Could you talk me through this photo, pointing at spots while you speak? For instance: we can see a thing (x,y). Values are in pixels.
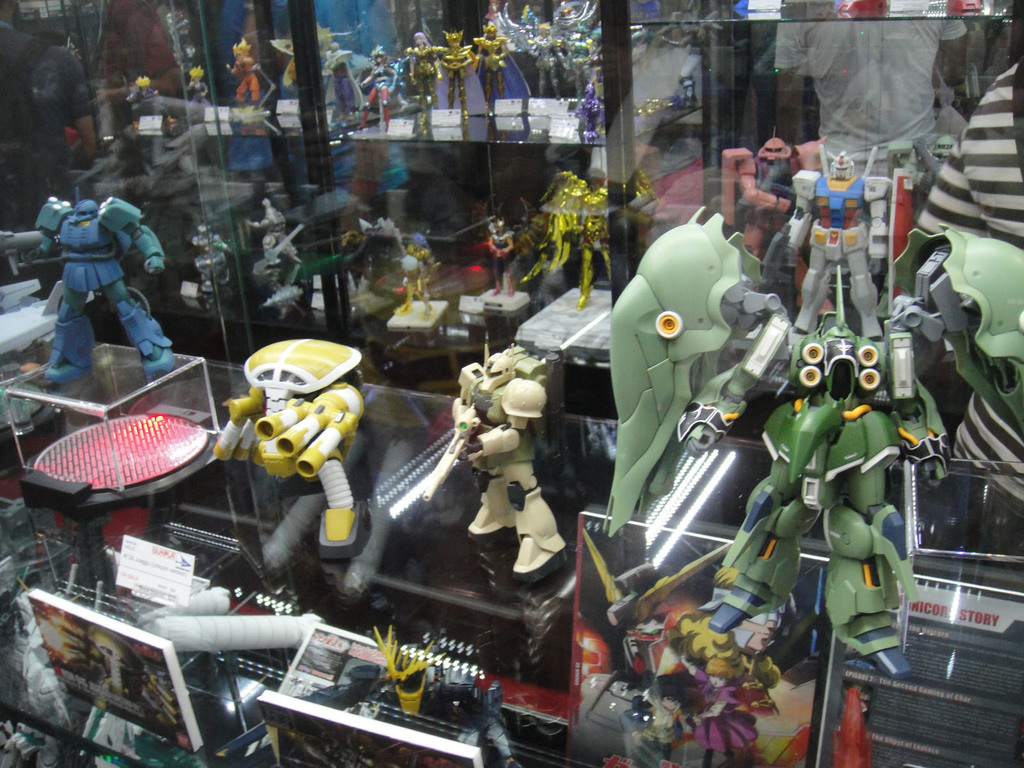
In this image I can see many toys (334,553) on the glass surface (363,472). These toys (75,204) are colorful. I can also see the boards (296,764) in-front of the toys (335,454). To the right (862,119) I can see few people (904,135) with different color dresses (924,133).
